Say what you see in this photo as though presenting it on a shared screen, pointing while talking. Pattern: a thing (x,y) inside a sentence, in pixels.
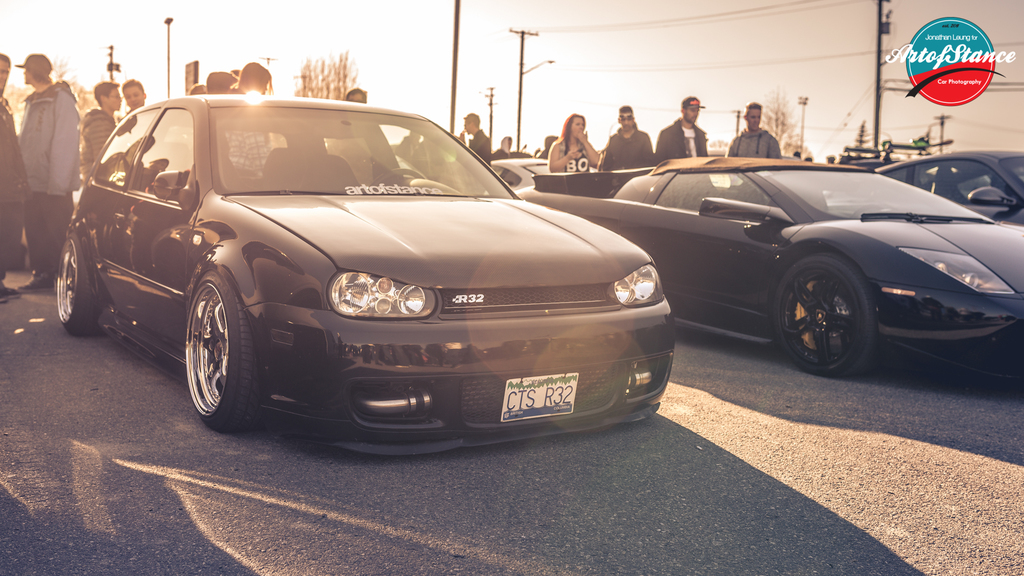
In this image we can see some cars (383,195), there are some people (695,113), poles (452,61), electric poles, trees (305,91), also we can see the sky (900,82).
